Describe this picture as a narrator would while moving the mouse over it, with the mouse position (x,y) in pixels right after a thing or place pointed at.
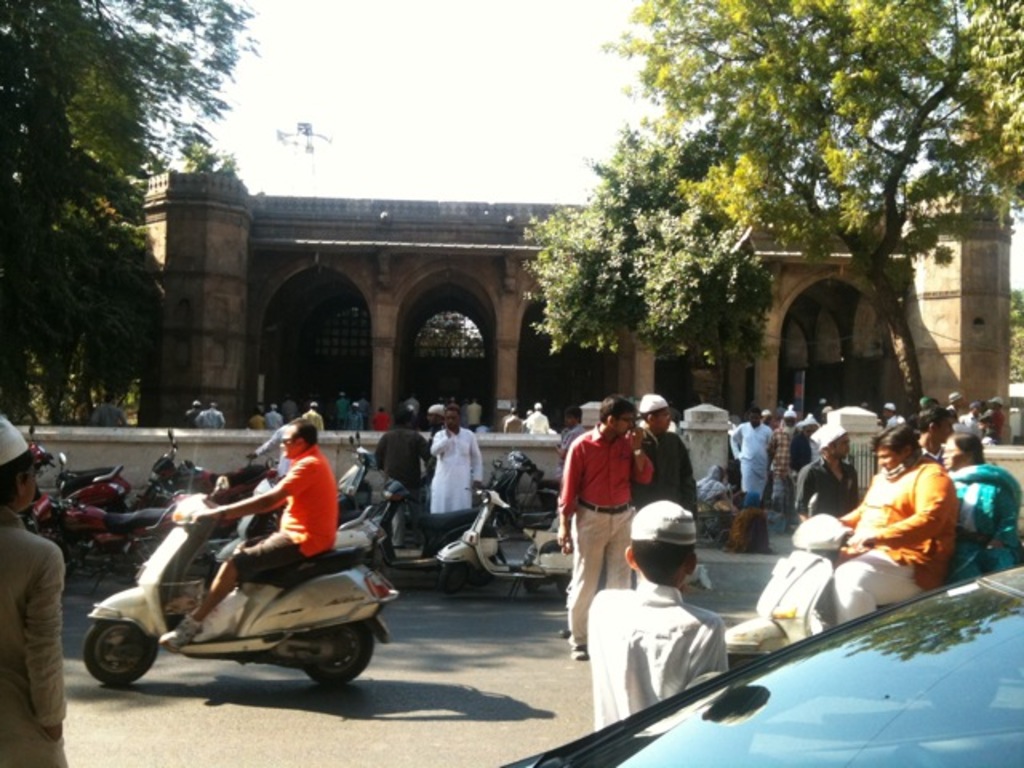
in this picture we can see a building (468,290) and a tree (559,306), and sky (452,38) at the top (409,64), and here is the person (314,525) travelling on the vehicle (333,581) on the road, and here is the car (871,649) and here there are group of people (756,420) standing, and there are persons (603,481) who are crossing the road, and there are many vehicles (95,489) on the road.
